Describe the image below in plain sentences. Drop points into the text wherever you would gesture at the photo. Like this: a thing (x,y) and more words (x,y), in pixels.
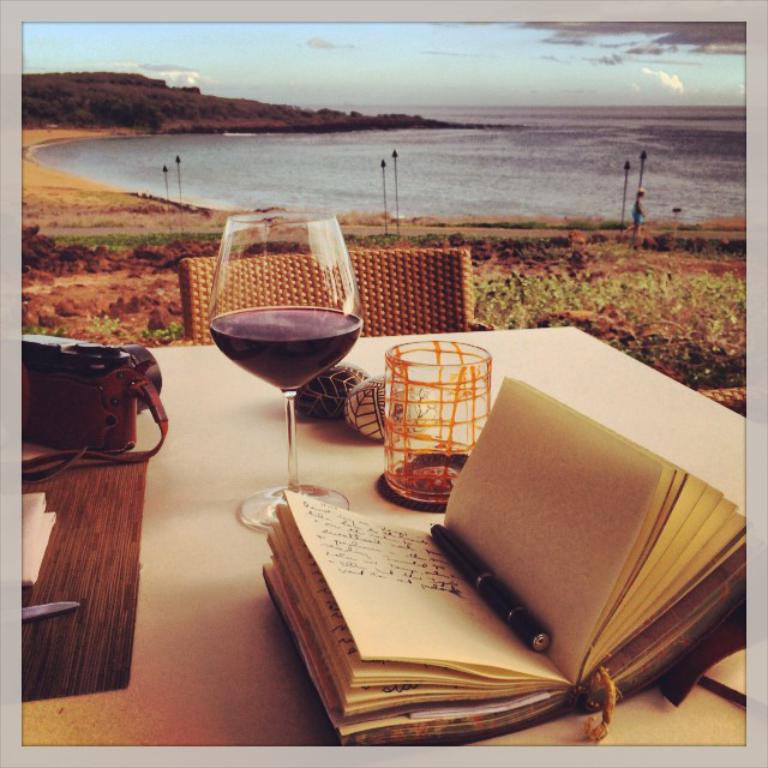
In the image there is table (72,704) with book (489,658), wine glass (281,352) and chair (392,297) in front (441,298) and the background (283,142) its a beach (561,172) and the top sky (583,68) filled with clouds (706,34).
